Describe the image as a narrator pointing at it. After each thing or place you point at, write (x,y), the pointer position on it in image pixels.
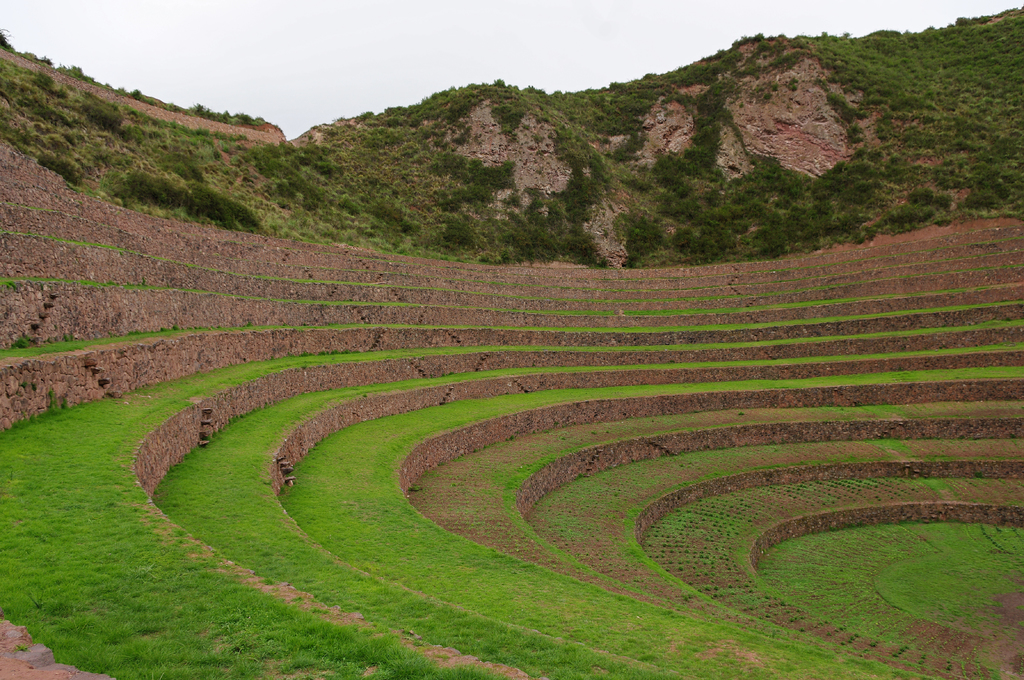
In this image there is a mud stadium (496,409) with some grass (36,567) on it, behind that there is a mountain (1004,171) with so many trees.
